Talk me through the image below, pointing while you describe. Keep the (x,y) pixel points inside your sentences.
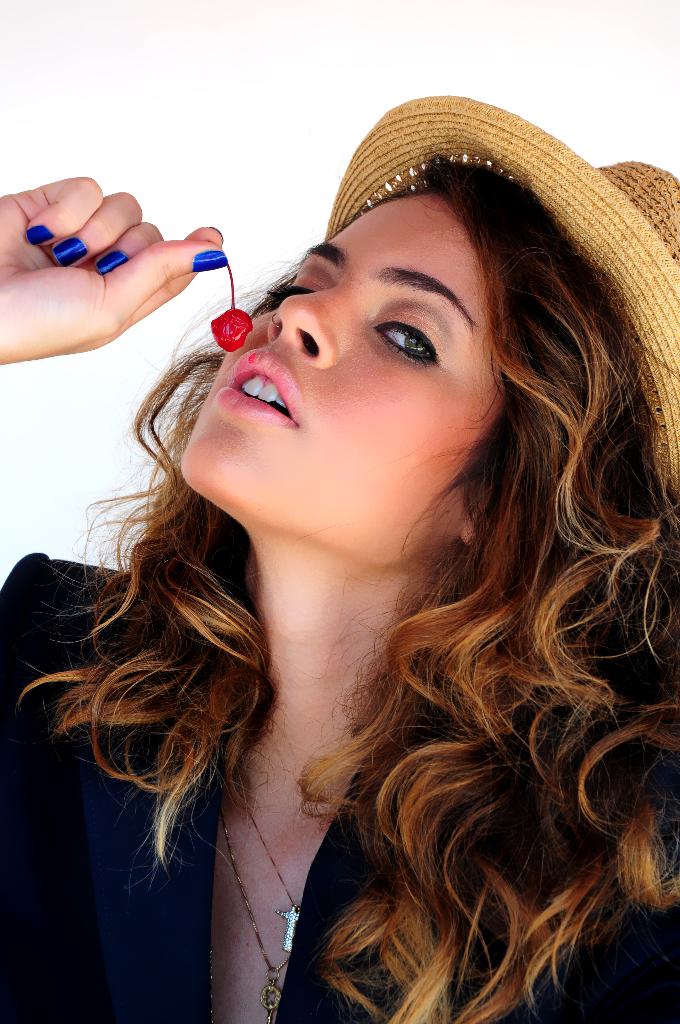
In this image we can see a girl (444,498) wearing a hat (508,176) and she is holding a cherry (231,287) in front of her mouth (253,373).
